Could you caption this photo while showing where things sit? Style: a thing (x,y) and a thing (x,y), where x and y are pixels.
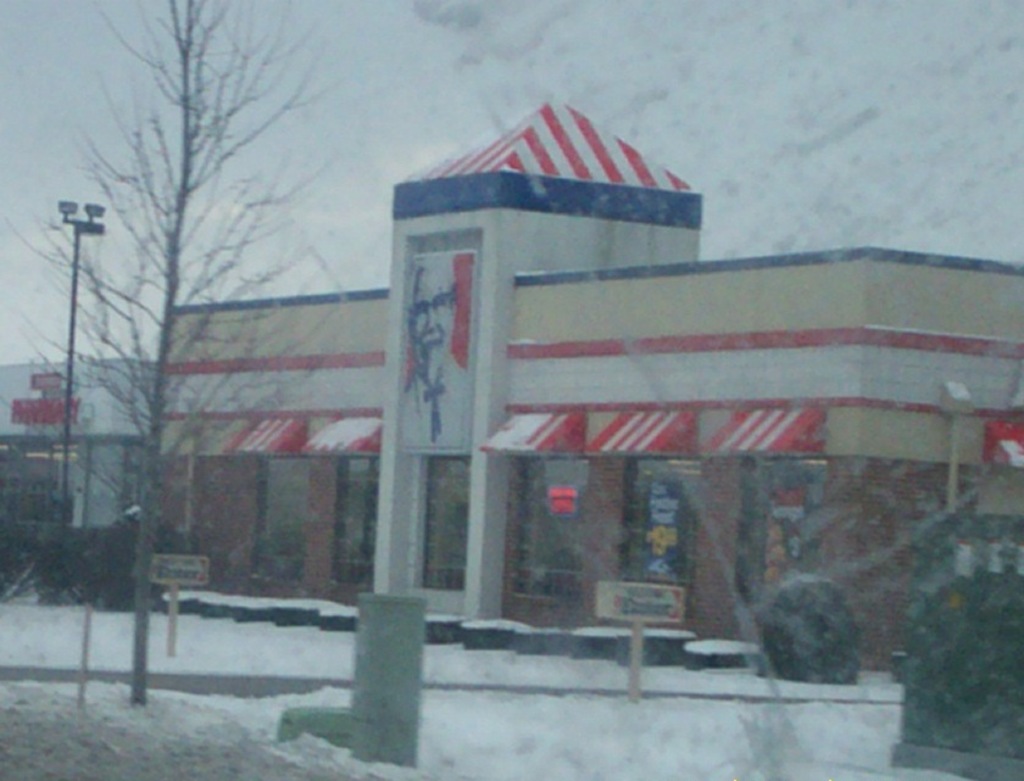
In this picture we can see buildings (317,503), here we can see snow (659,703), name boards (626,617), trees (788,664), electric pole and some objects (670,662) and we can see sky (905,4) in the background (920,28).
